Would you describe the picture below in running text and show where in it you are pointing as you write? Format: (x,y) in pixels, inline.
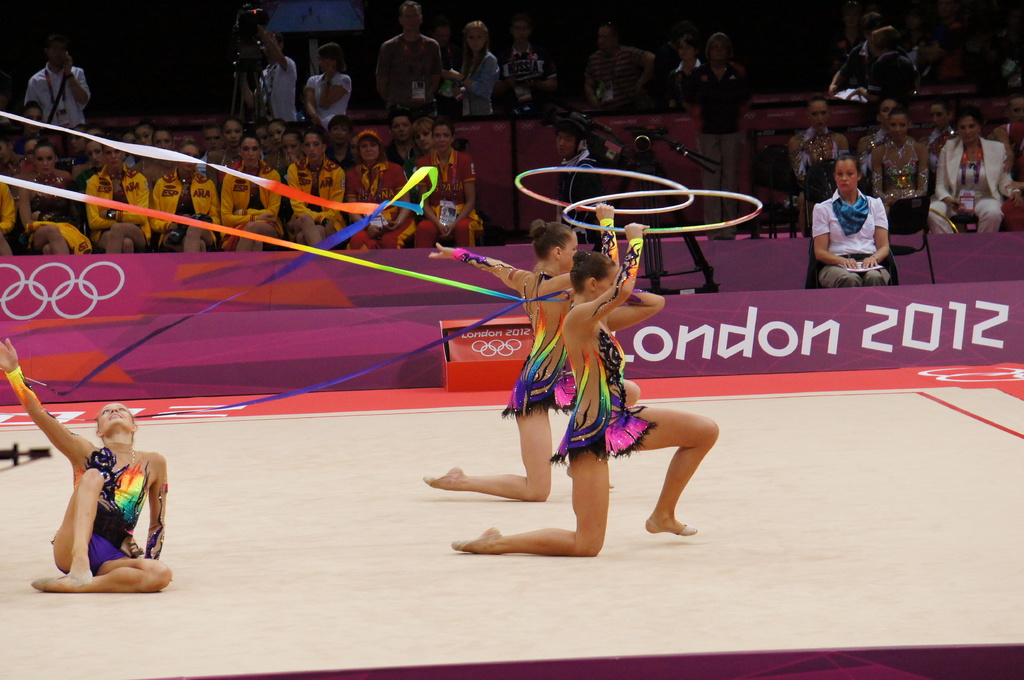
In this image, we can see three persons (589,442) on the floor (541,596). Two women (584,379) are playing with rings (617,213). In the background (694,246), there are banners (492,286), people (903,125) sitting, chairs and camera (650,149) with stand (659,217). At the top of the image (716,172), we can see people (319,91) standing and camera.
